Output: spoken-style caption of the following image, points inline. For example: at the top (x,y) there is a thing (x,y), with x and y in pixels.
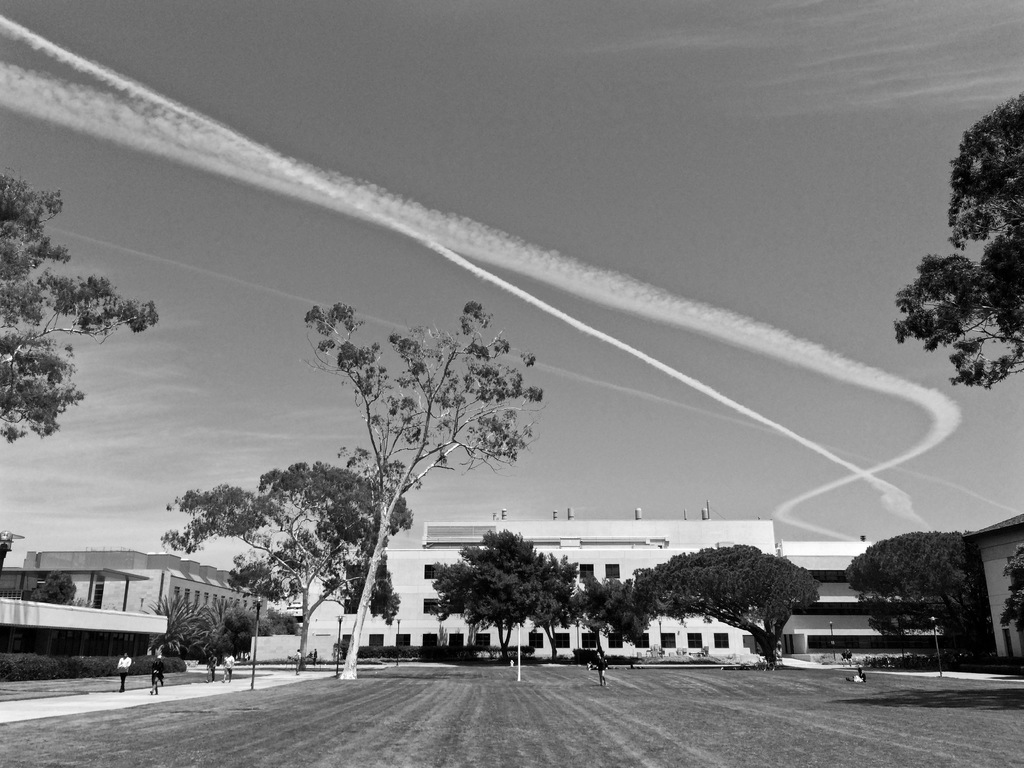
In this picture we can see some trees (522,616) and white buildings (394,641). In the front (392,742) bottom side there is a grass (617,725) in the ground (667,725). On the top (888,215) there is a sky (888,452) and rocket smoke (527,250).
